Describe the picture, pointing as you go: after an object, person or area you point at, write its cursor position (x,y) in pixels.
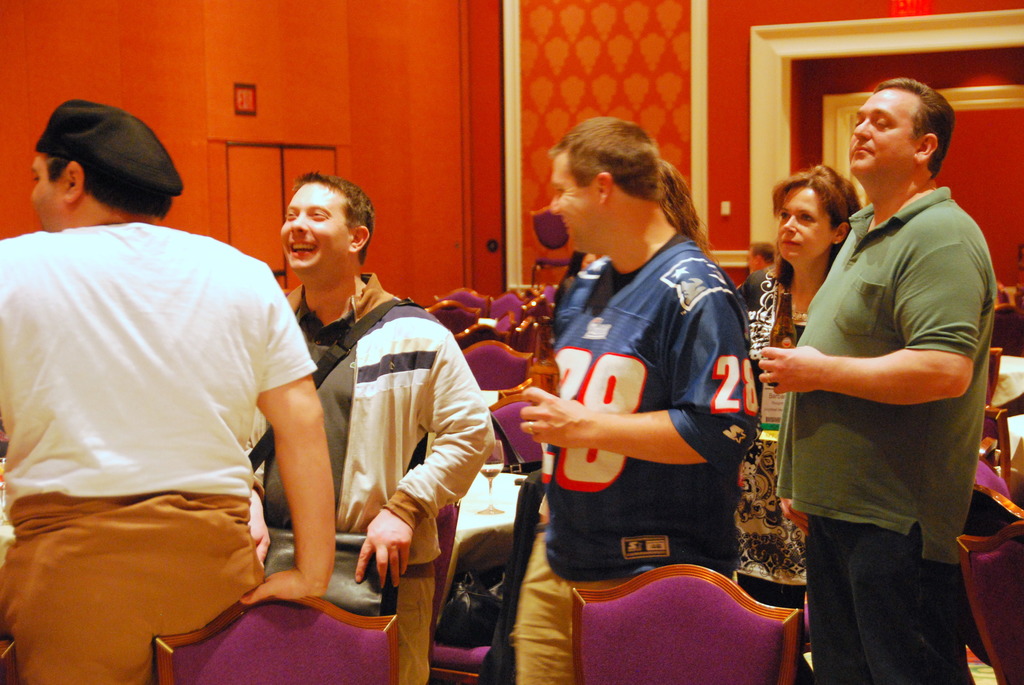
this is an inside view. Here I can see few people (639,329) are standing, smiling and looking at the left side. Here I can see some chairs (318,652) and tables (475,541). In the background (673,97) I can see a wall (523,82) which is in red color.
